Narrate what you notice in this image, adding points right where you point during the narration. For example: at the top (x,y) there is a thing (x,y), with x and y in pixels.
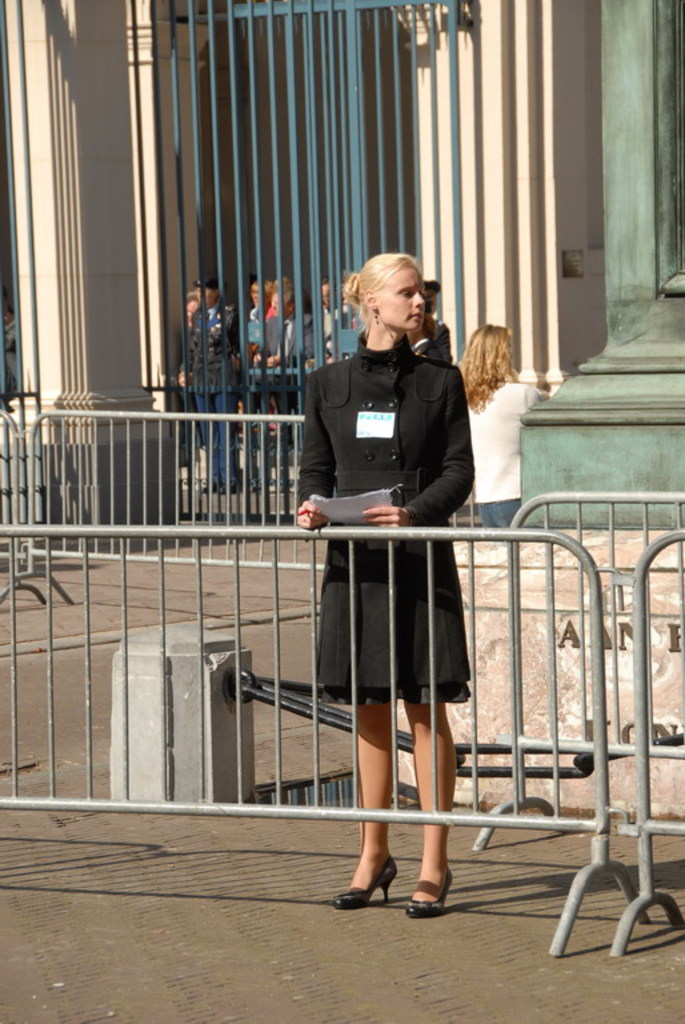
This image is clicked outside. There are some persons (303,343) in the back side (500,410). There is a building (556,67) in the middle (232,509). There is a person (420,639) in the middle (333,489). She is wearing black dress (385,632). She is holding some papers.
